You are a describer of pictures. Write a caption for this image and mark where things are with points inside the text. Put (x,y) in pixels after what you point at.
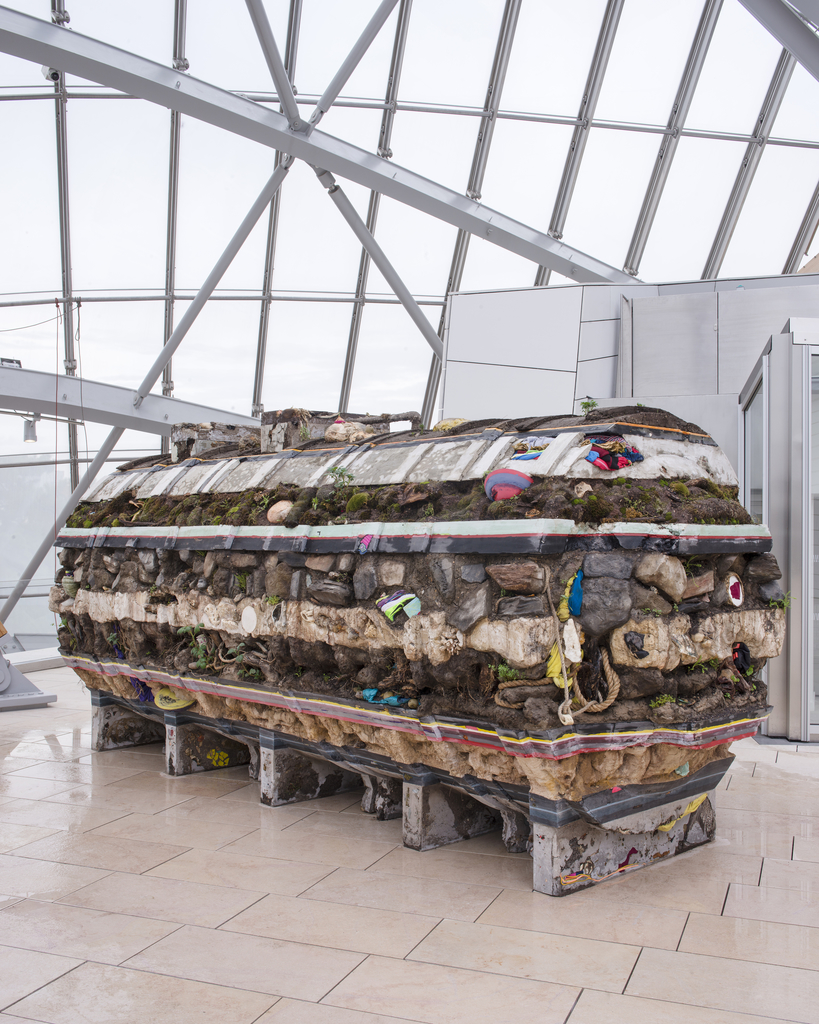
In the foreground of this image (647,669), there is a horizontal cylindrical shaped stone structure (338,655) on the floor (512,905). In the background (332,163), there is a glass ceiling (221,201) and a white wall (620,337).
